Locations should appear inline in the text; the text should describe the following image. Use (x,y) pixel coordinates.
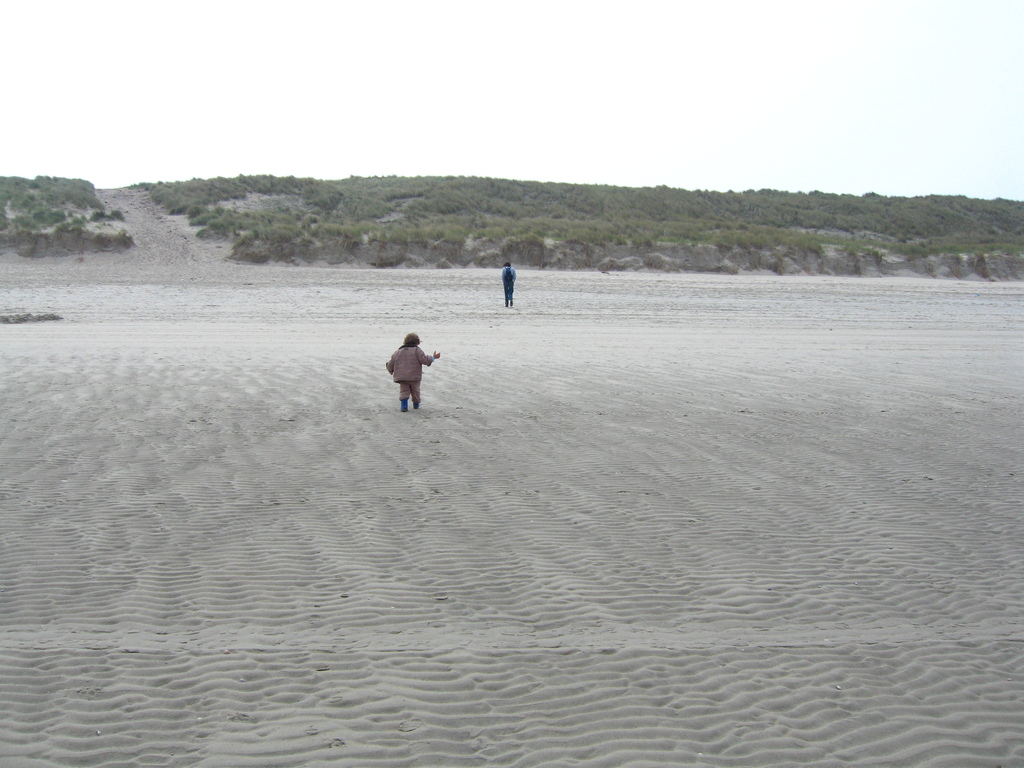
In this image we can see two people (407,356). At the bottom (204,641) there is sand (610,581). In the background (698,218) there are hills (385,194) and sky (367,126).
